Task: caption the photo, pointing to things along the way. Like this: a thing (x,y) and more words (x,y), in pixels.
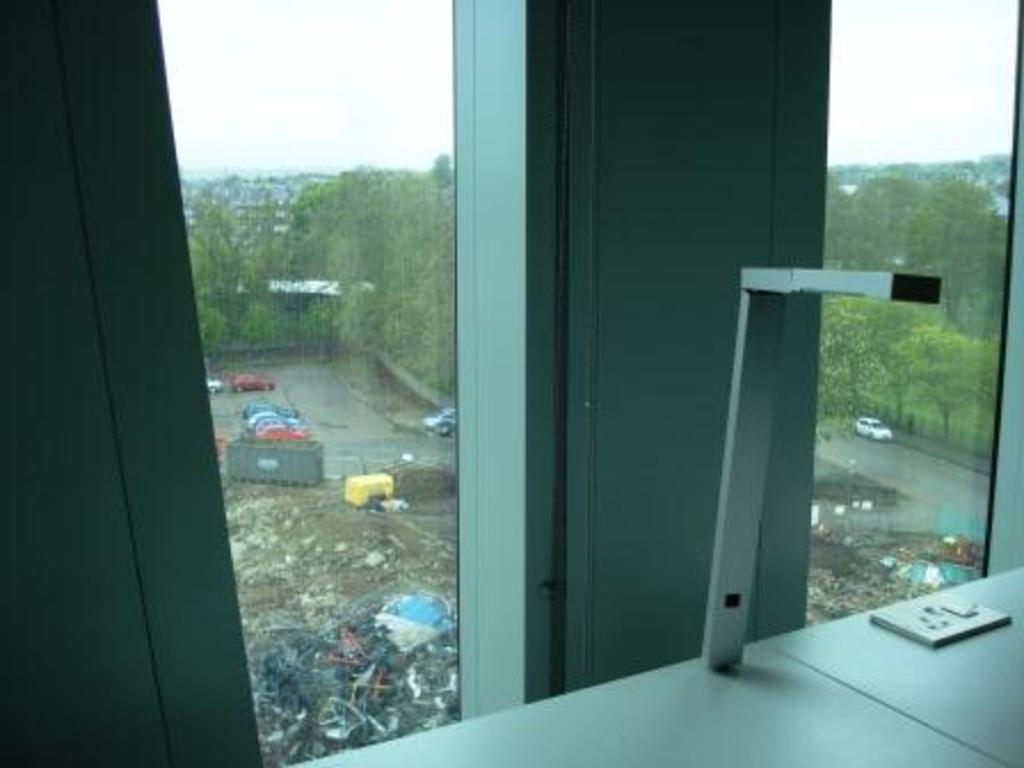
This image is clicked in a building (575,602). In the front (654,554), there are windows (1020,487) along with the glass (297,348). Through the glass (373,266) we can see many trees (397,333) and road (288,368). At the bottom (384,650), it looks like a garbage (371,574). At the top (391,66), there is sky (369,79).
